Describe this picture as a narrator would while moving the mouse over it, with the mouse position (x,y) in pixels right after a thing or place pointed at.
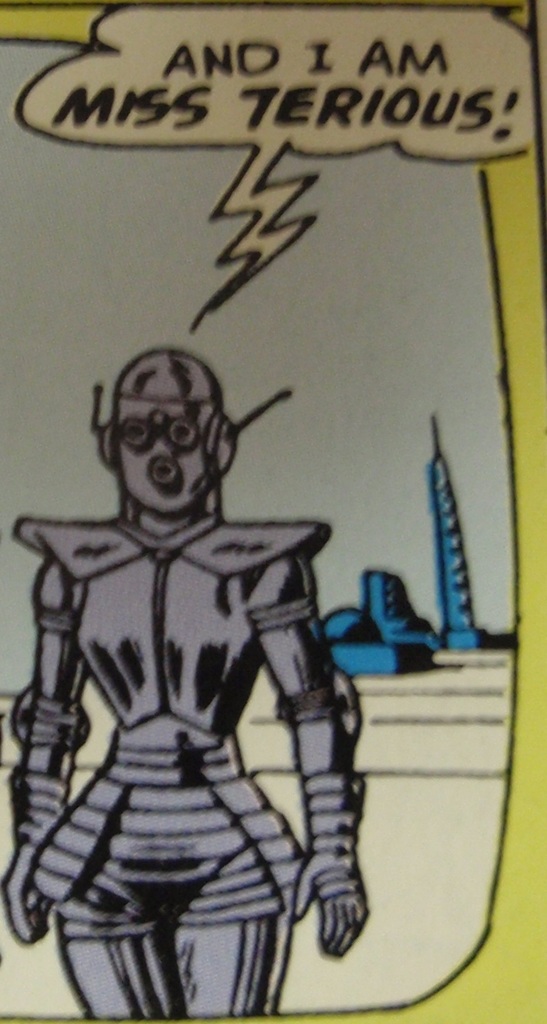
It is an animated pic, which looks like a robot (206,687) in the shape of a woman (244,703). At the top (369,333) it is the sky (337,392).
